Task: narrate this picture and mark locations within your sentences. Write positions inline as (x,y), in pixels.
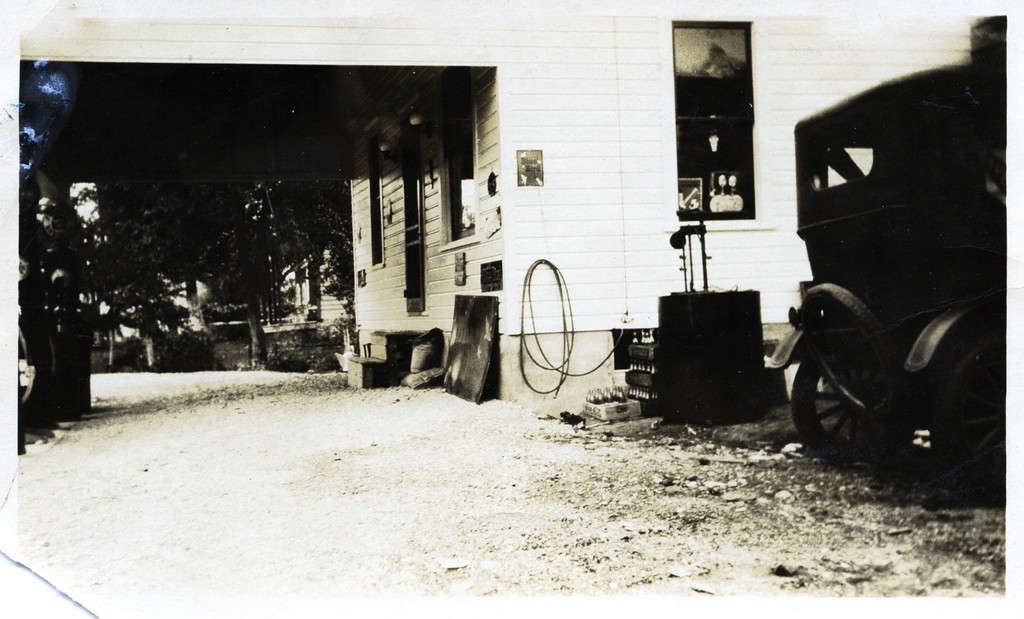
In this image we can see the house (692,84), beside we can see few objects (436,367), we can see the windows (682,153), trees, on the right (960,238) we can see few objects (998,360).
